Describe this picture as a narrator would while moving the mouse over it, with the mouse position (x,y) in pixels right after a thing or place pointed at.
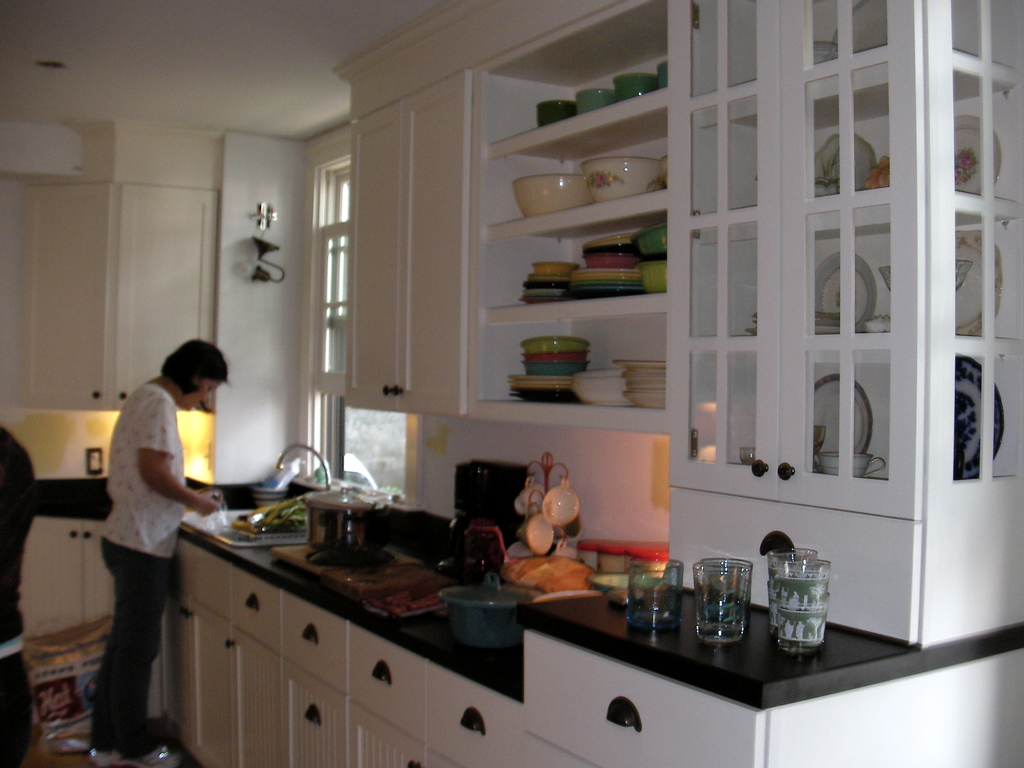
In this image we can see a woman (156,407) standing and holding an object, there is a counter top (626,617) and there are glasses (653,599), cups (533,526), vessels (340,542) and some other objects (304,514) on the counter top (431,557) and there are bowls (650,89) and plates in a cupboard (742,341) and there is a tap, window (311,378) and a light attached to the wall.
